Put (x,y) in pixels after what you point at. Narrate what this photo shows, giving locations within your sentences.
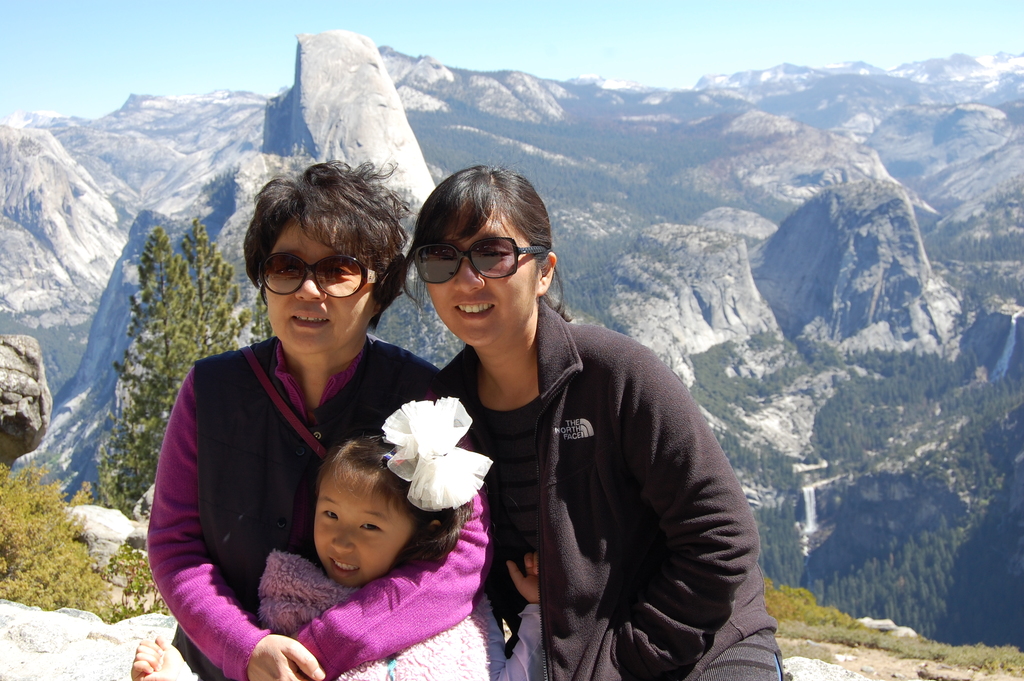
Here in this picture, in the middle (429,280) we can see two women (395,408) and a child (398,544) sitting over a place and all of them are smiling and both the women (344,371) are wearing goggles (494,270) and behind them we can see rock stones (38,426) and mountains (476,110) present and those are covered with grass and plants (650,210) and snow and we can also see trees (185,349) present and we can see the sky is clear.
